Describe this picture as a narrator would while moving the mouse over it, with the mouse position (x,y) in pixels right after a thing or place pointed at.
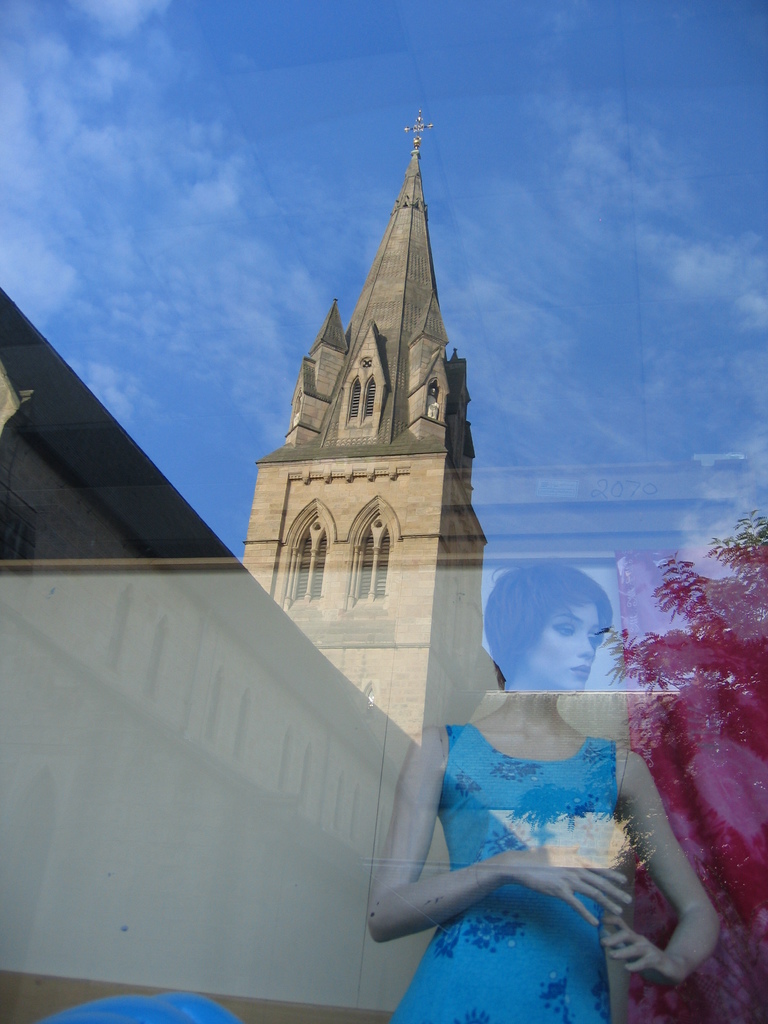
In this image there is a glass (504,639), behind the glass (391,464) there is a mannequin (525,873), on that glass (319,567) there is a church (330,571), tree (688,579) and the sky (556,266) are visible.
